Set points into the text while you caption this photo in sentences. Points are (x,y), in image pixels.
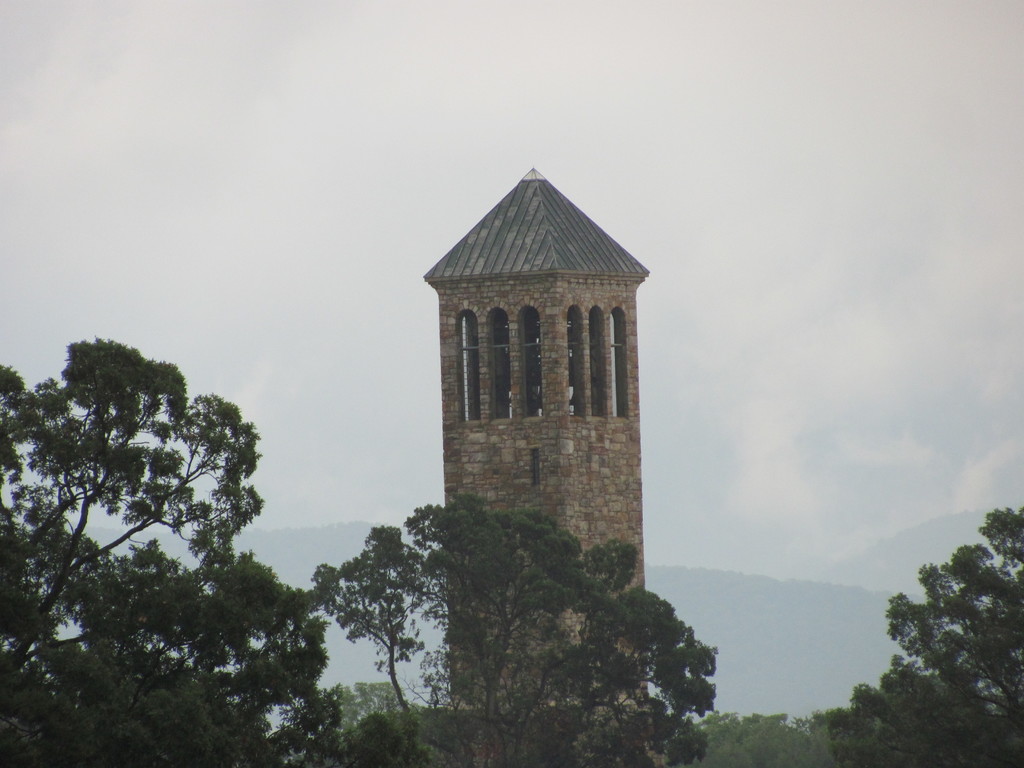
In the middle (544,435) it is a structure (544,435). On the left side (138,625) there are trees (246,603).
